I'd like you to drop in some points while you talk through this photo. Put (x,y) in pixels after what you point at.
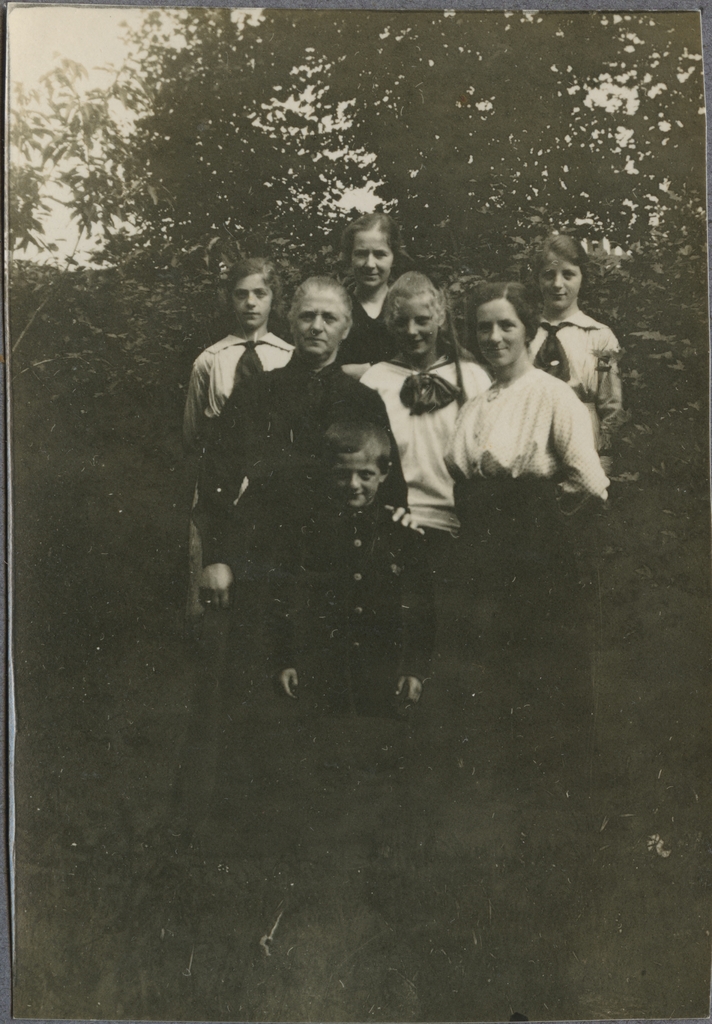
This is a black and white image, where there are group of people (284,403) standing and smiling, trees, and in the background (115,236) there is sky (40,13).
